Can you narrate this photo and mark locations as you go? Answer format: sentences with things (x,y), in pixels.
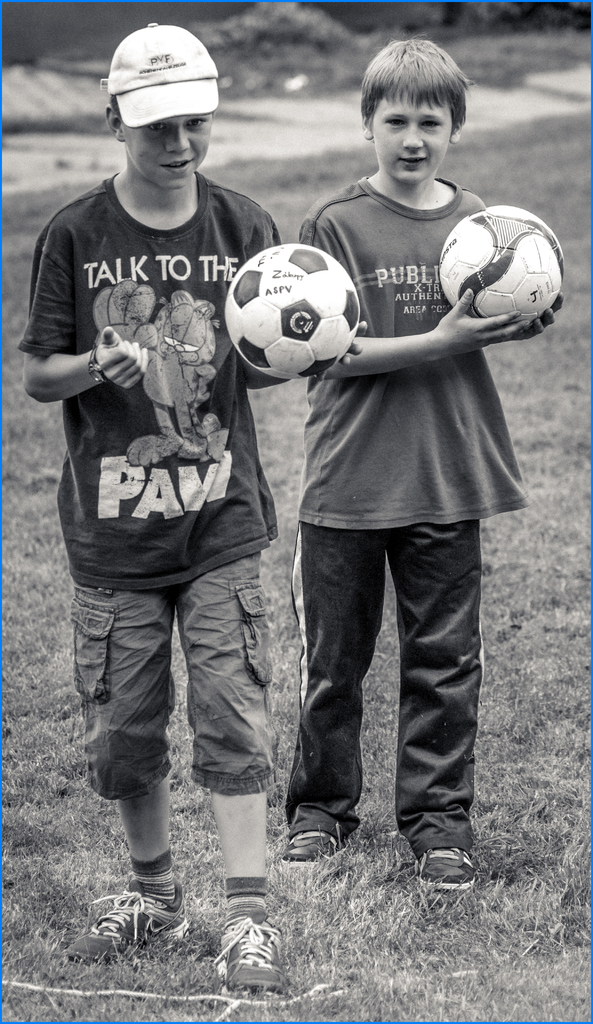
There are two boys (228,604) standing on grass (54,896) holding football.
